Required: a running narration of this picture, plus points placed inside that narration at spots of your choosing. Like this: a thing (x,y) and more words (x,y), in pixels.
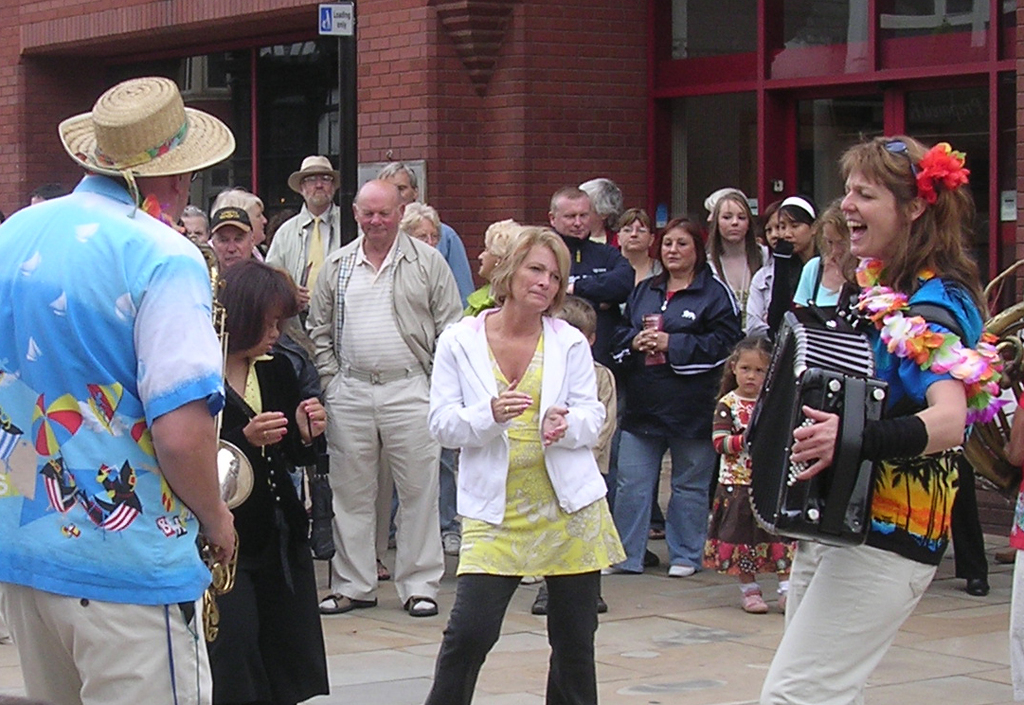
In this image two people (10,379) are playing musical instruments (845,484). Many people (685,368) are standing in front of them. They are watching both the persons (163,306). They are wearing summer dresses (925,510). This lady (938,454) is singing as her mouth (859,234) is open. In the background (477,80) there is building (600,100).
